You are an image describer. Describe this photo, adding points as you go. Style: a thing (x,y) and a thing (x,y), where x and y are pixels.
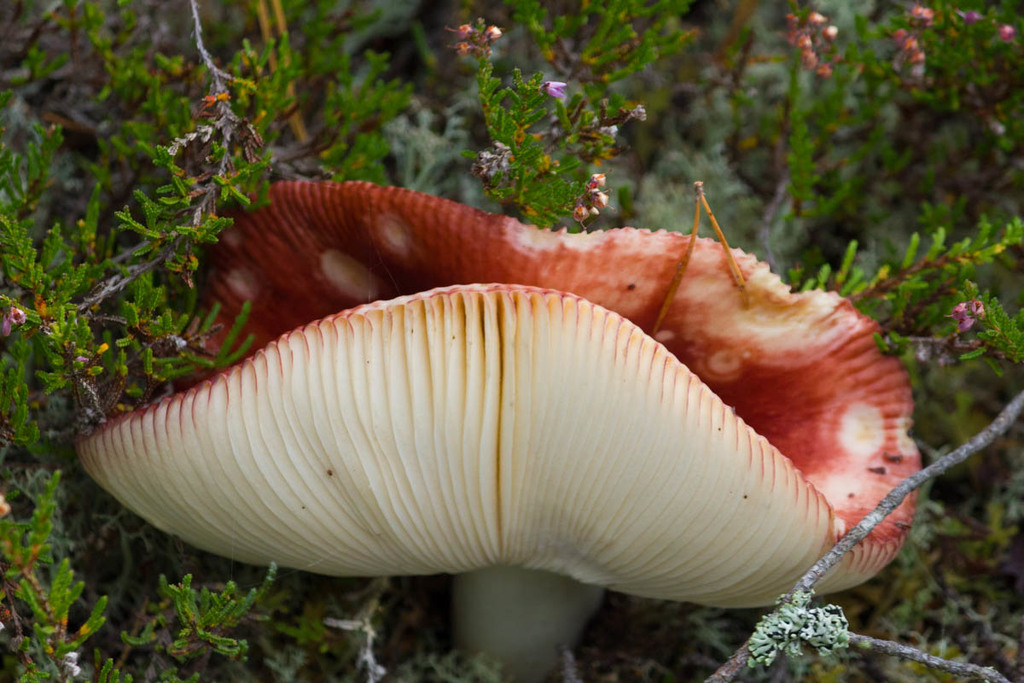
In this image there are plants (227,185) and a mushroom (418,355).
